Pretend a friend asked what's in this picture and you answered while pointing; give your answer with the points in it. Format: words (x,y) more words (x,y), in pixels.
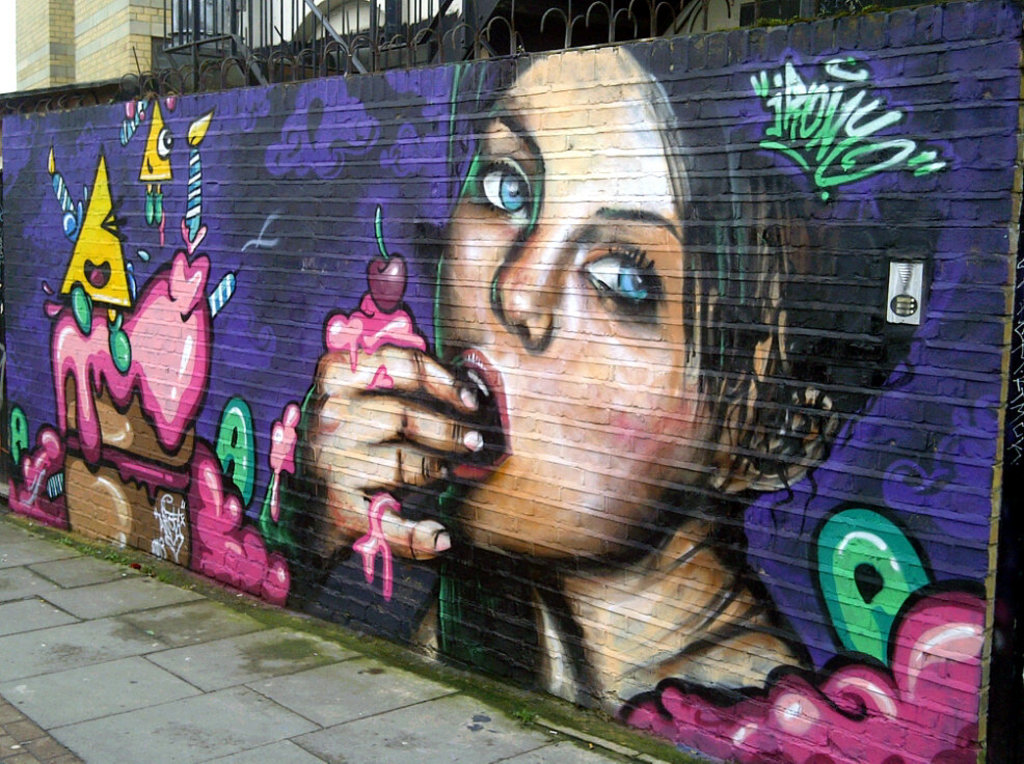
In this picture we can see a wall (520,502) in the front (562,485), in the background (208,41) there is a building (134,26), we can see graffiti (510,348) of a person (702,575) on this wall (557,226).
